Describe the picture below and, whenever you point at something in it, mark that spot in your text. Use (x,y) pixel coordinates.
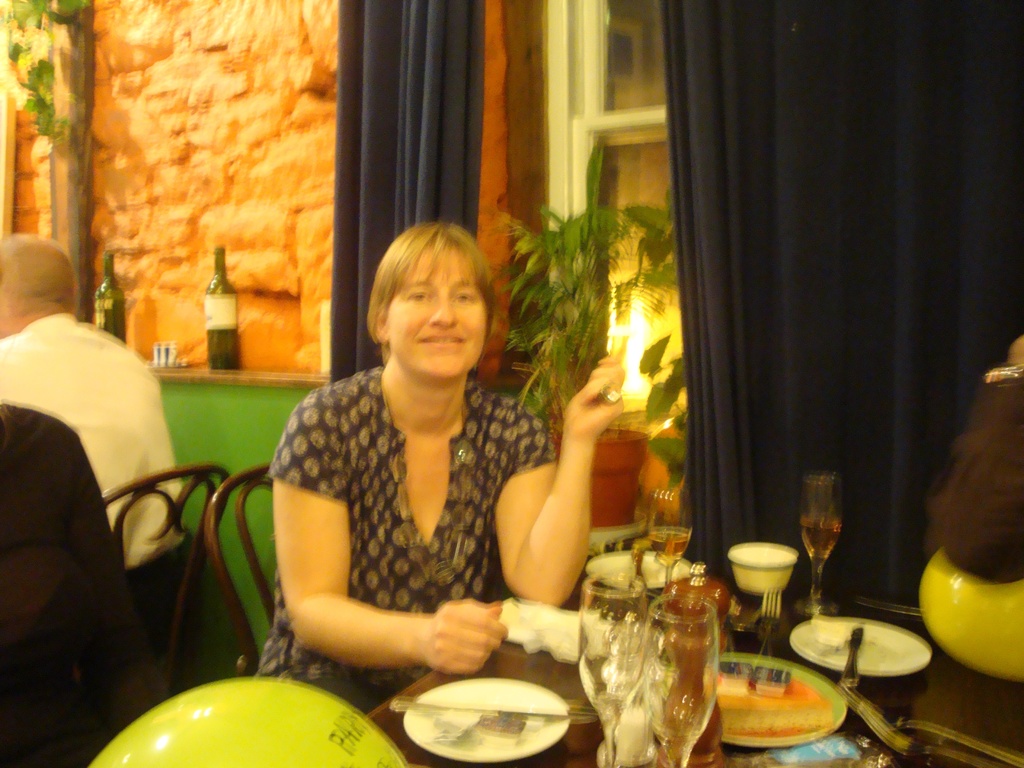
Here we can see a woman (286,482) sitting on a chair (267,588) with a table (564,670) in front of her and the table (555,685) consists of plates (504,689) and glasses (688,643), behind her we can see a plant (581,244) and curtains (456,119) there is a bottle (233,309) present on the desk (241,377) and there is a man (73,300) sitting behind her
